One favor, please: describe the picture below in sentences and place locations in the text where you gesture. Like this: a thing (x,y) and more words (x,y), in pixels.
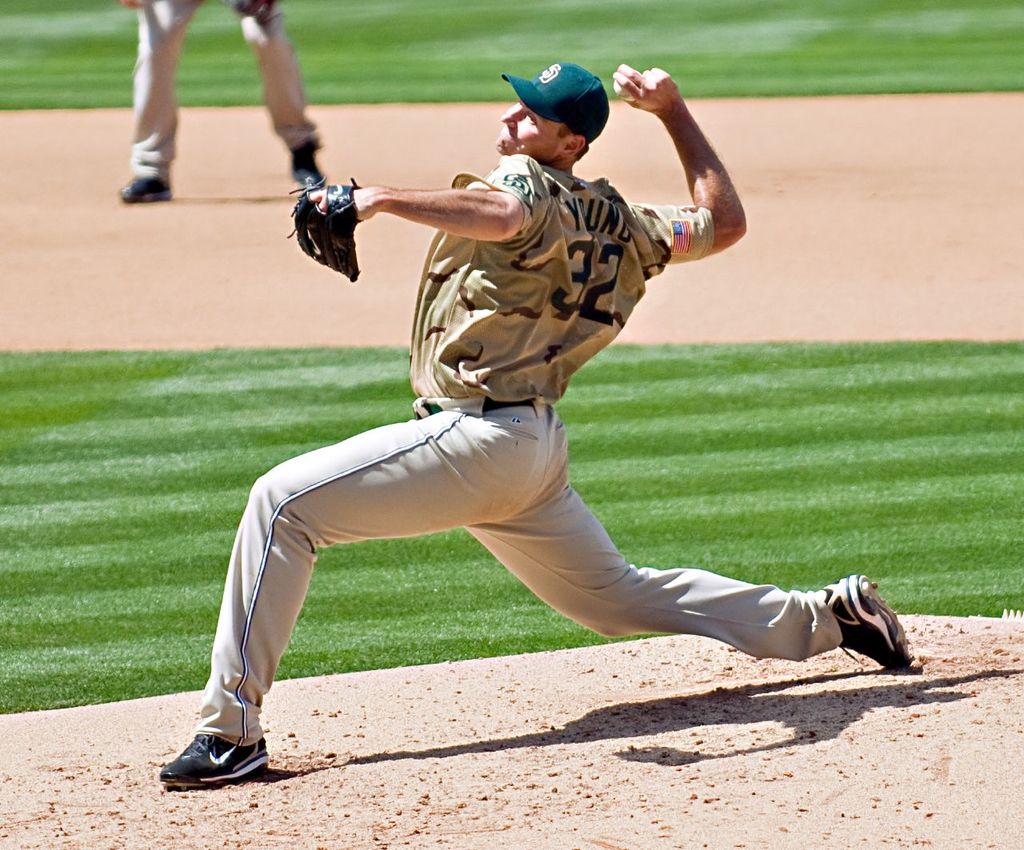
In this picture there is a man (570,237) and he might be standing and he is holding the ball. At the back (152,17) there is a person (174,9) standing. At the bottom (324,762) there is grass (873,505) and there is ground (439,750).
